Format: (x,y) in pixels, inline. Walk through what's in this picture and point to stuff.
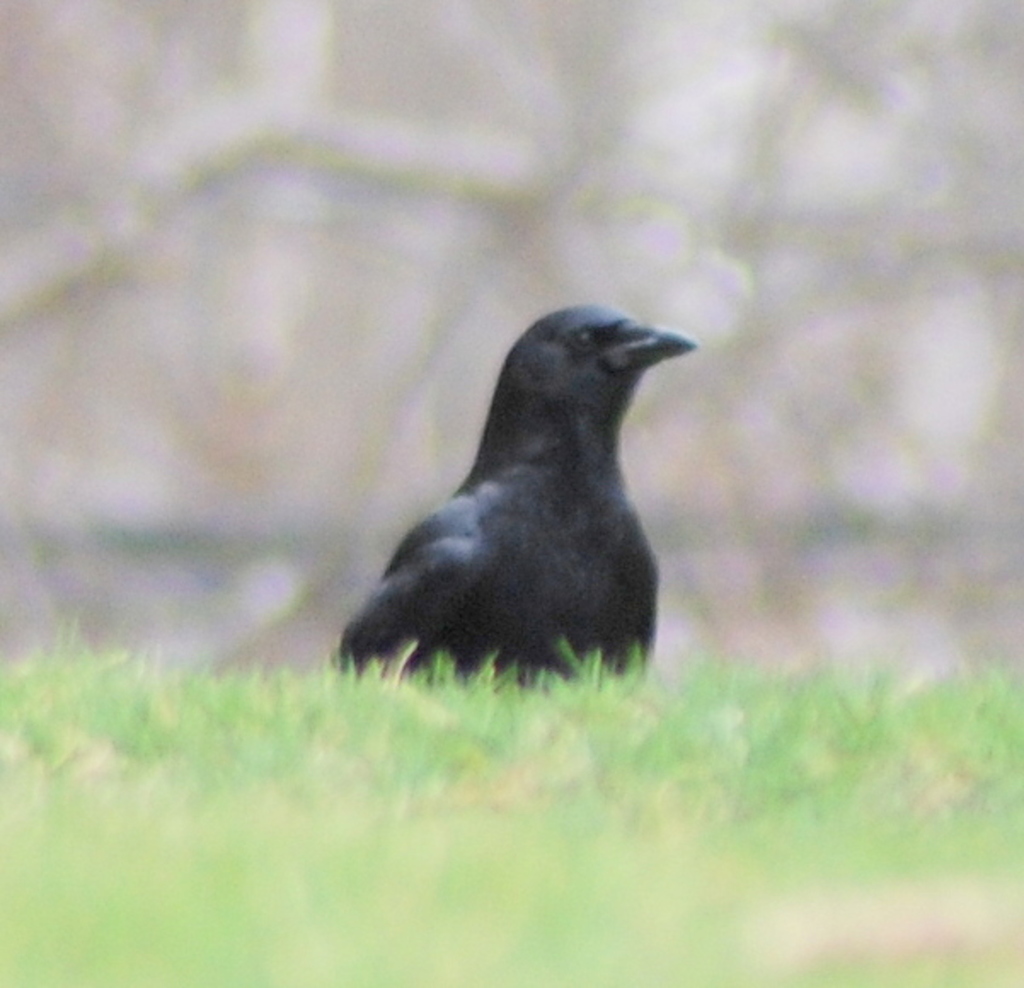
In this image I can see there is a crow (462,508) in the middle (617,562). At the bottom (648,803) it is the green grass (560,841).
